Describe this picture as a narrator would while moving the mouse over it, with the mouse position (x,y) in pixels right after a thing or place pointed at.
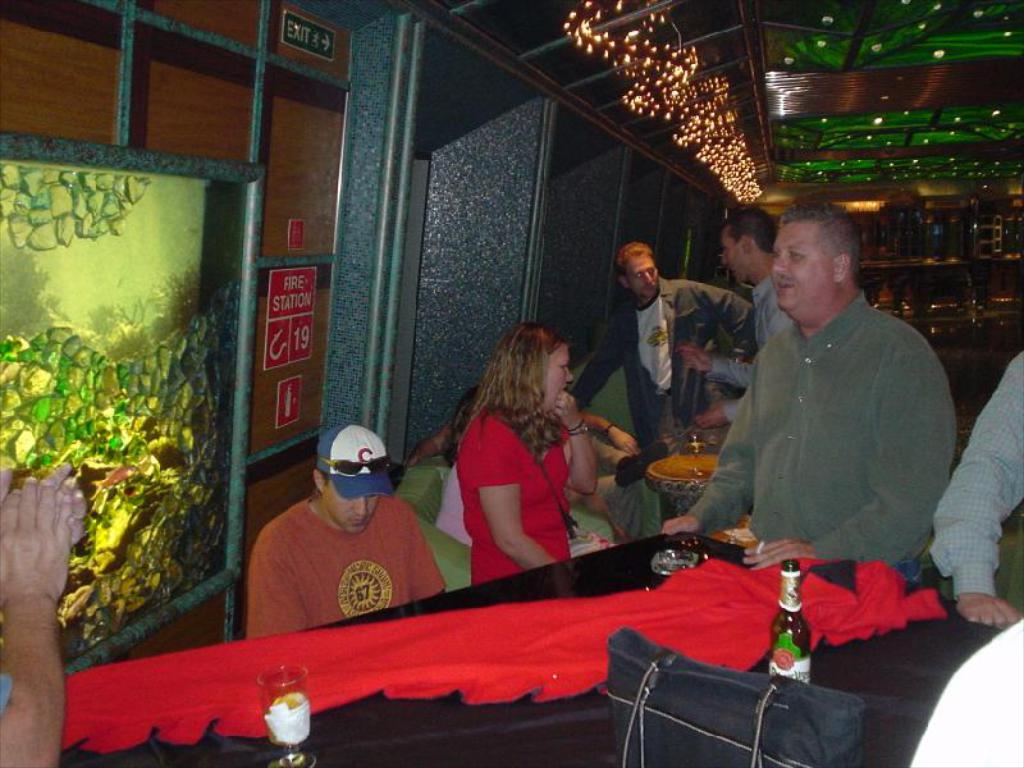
The ceiling (902,122) is so colorful and lights (702,116) are hanging beside the ceiling (844,164). There is an aquarium (138,364) over here on the left side (165,339), and a woman (508,490) with red dress (524,469). A man (819,471) standing beside the woman (537,509). There is a table (431,610) with red cloth (512,660) on it, with a beer bottle (800,609) and a bag (760,702) beside the bottle (791,600) and there are several men (714,337) stood and talking with each other in the behind.
